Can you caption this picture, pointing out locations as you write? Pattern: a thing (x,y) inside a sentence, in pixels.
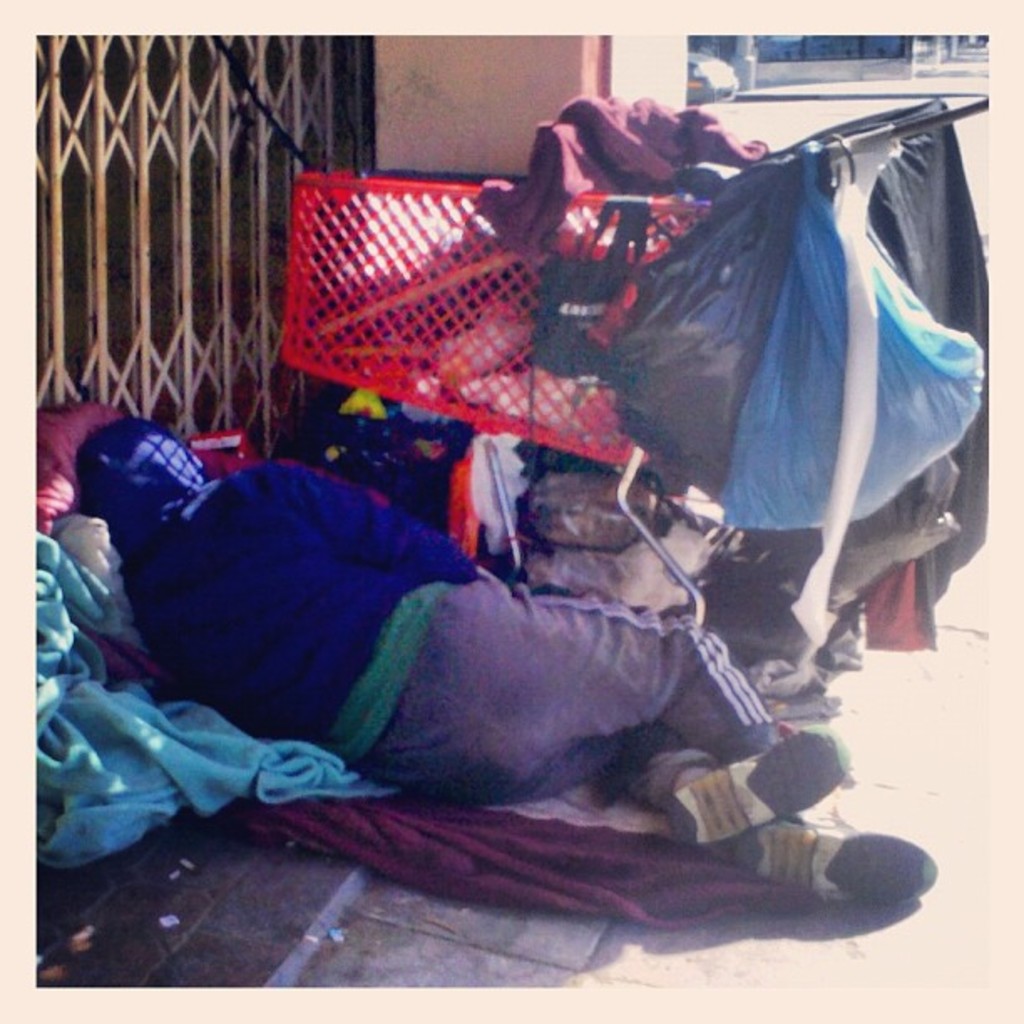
In this image we can see a person (616,622) lying on the floor (884,805) and there are some clothes (126,656) around him and we can see some objects (624,341) on the floor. We can see a door grill (204,171) attached to the wall (565,63).
